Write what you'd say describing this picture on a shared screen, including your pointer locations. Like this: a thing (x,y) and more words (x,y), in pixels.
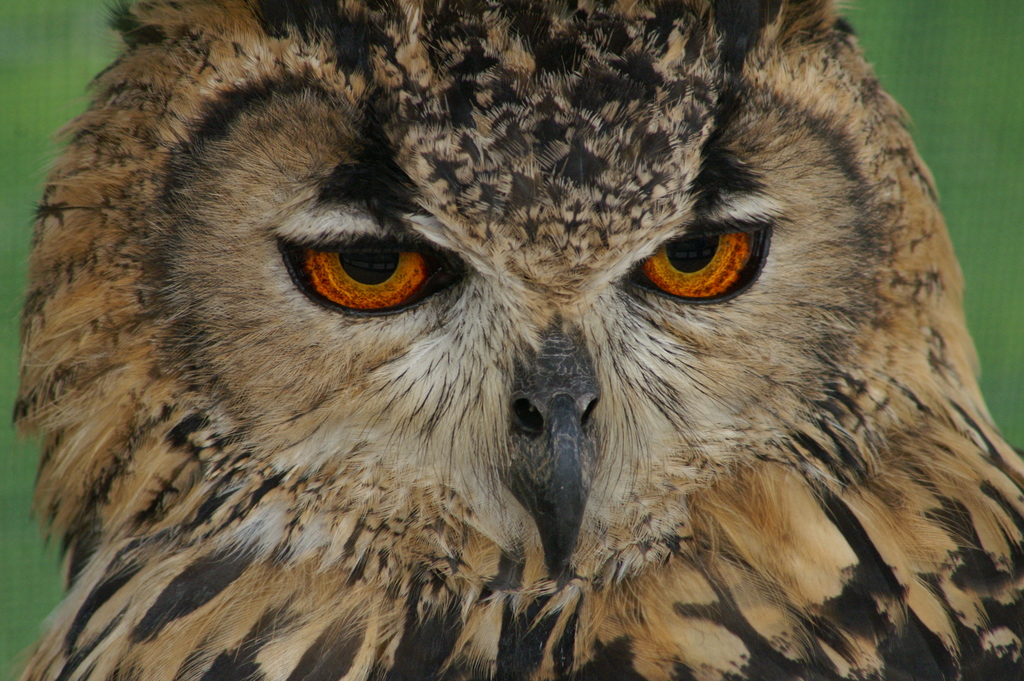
In this picture we can see an owl (542,641) and in the background (950,28) it is green color.
